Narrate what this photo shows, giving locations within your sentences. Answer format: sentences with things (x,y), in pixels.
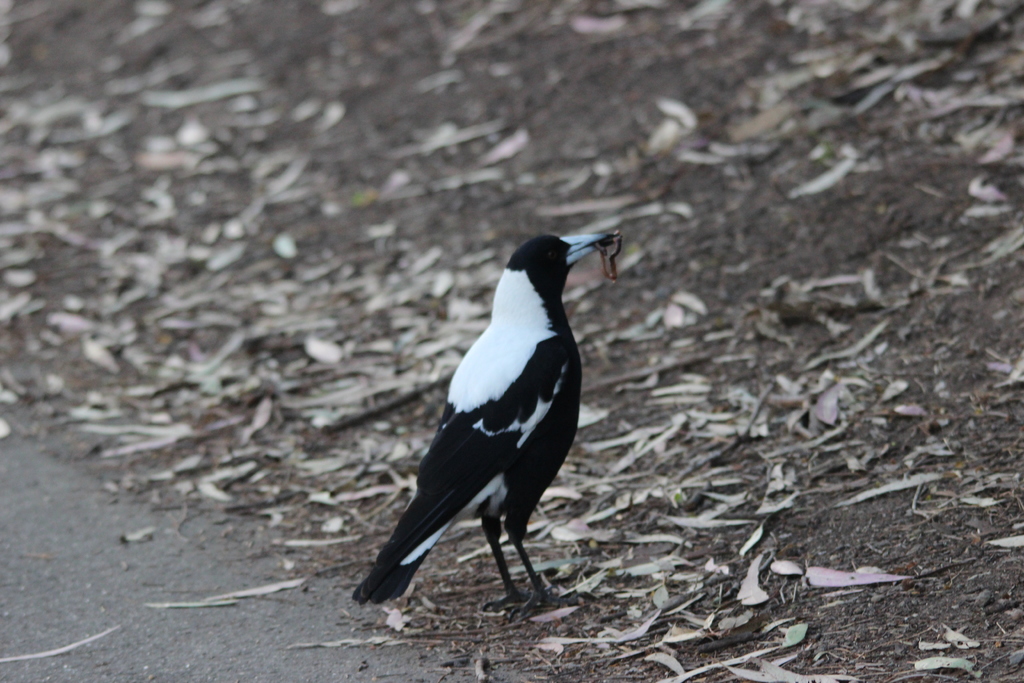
In this picture we can see a bird (529,463) which is in black, white color. We can see the dried leaves (820,178) on the ground (731,195). It seems like a bird (591,245) is holding an insect (614,263) with its beak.
